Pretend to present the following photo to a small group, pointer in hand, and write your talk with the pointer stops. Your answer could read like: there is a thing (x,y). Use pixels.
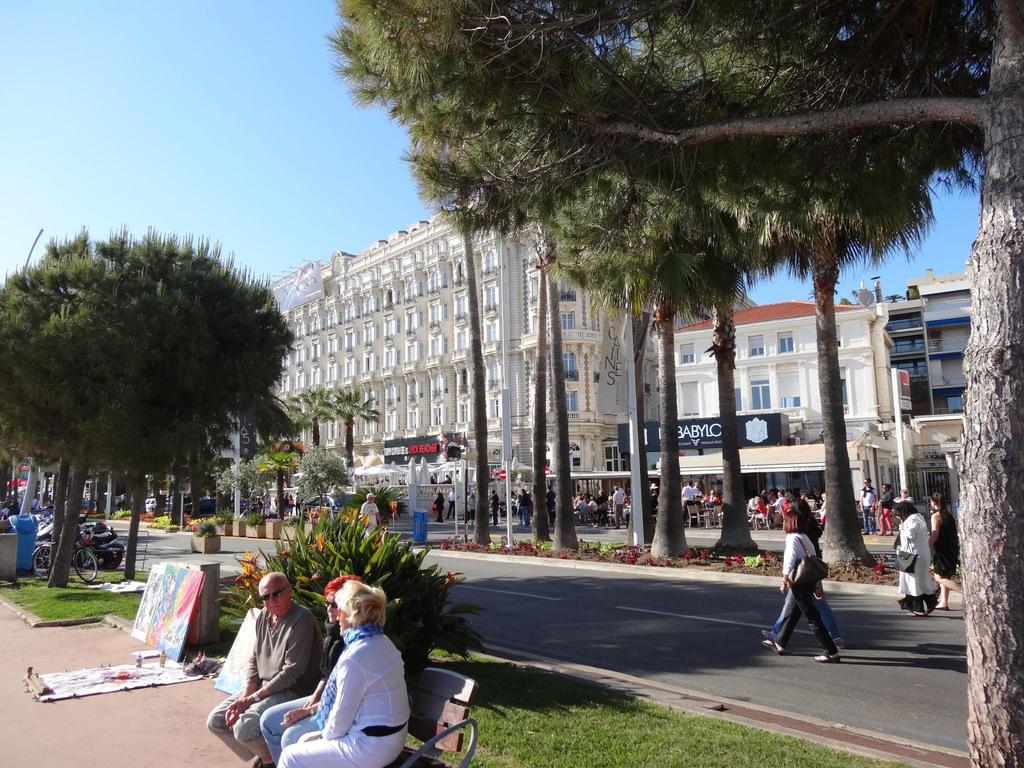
This is a picture of a city (399,572), where there are three persons (356,689) sitting on the bench (418,697), plants (234,596), grass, road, vehicles (48,543), group of people (515,508), chairs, trees (966,531), buildings (954,498), and in the background (274,8) there is sky (390,213).
